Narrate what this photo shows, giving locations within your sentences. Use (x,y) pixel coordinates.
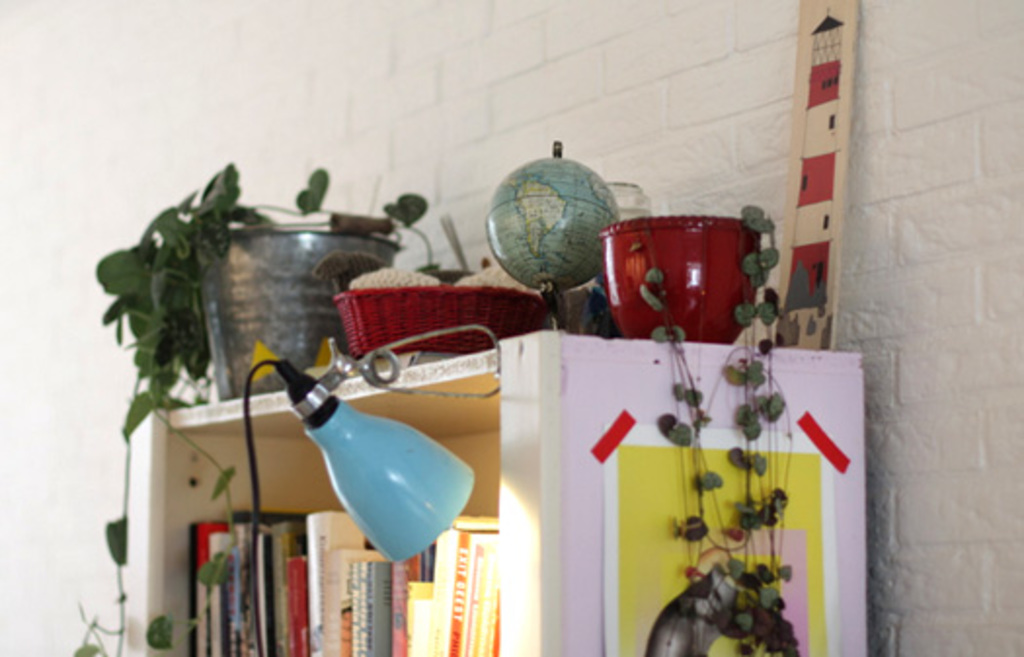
In the background (509,74) we can see the wall (509,74). In this picture we can see plants (154,259), bucket (286,336), pot (717,302), basket (373,338), globe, light (403,344) and objects (624,209). We can see the books (287,609) are arranged in a rack (550,612). We can see a poster (814,482) is posted with the help of a red tape (596,450).
